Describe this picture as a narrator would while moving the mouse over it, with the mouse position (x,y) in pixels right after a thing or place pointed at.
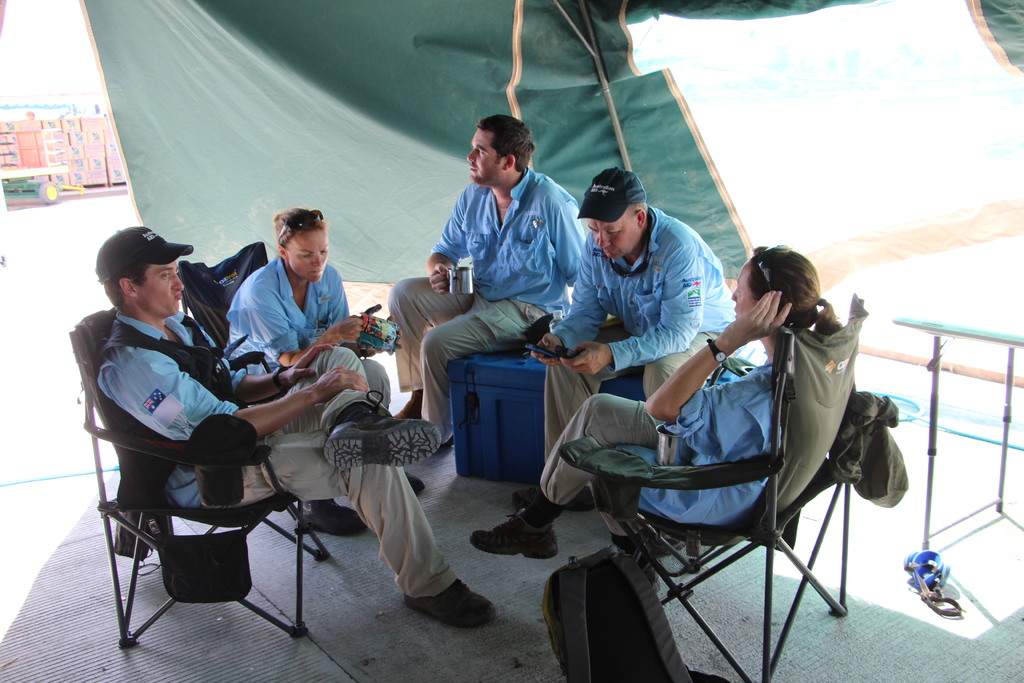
This is the picture of five people (650,229) sitting in the tent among them three are sitting on the chairs (736,471) and two are sitting on a box (457,409).
